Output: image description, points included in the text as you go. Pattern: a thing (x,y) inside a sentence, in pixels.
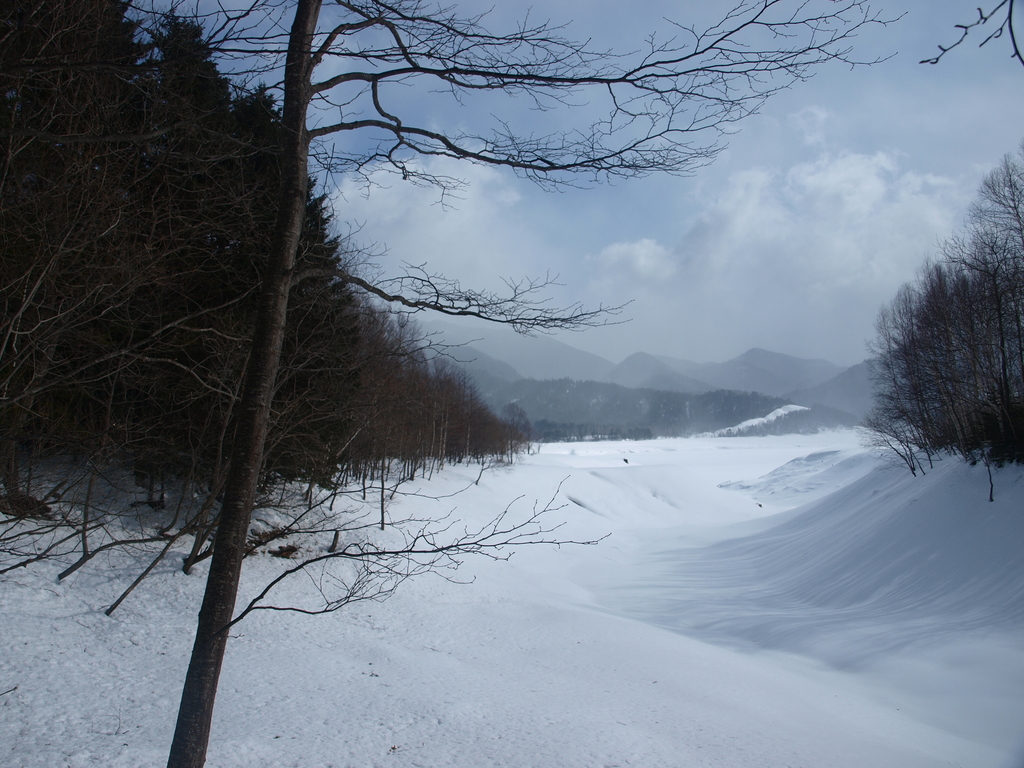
This image consists of many trees (461,426). At the bottom (573,666), there is snow (797,577). At the top (578,97), there are clouds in the sky (861,86). In the background (570,376), there are mountains (510,404).
